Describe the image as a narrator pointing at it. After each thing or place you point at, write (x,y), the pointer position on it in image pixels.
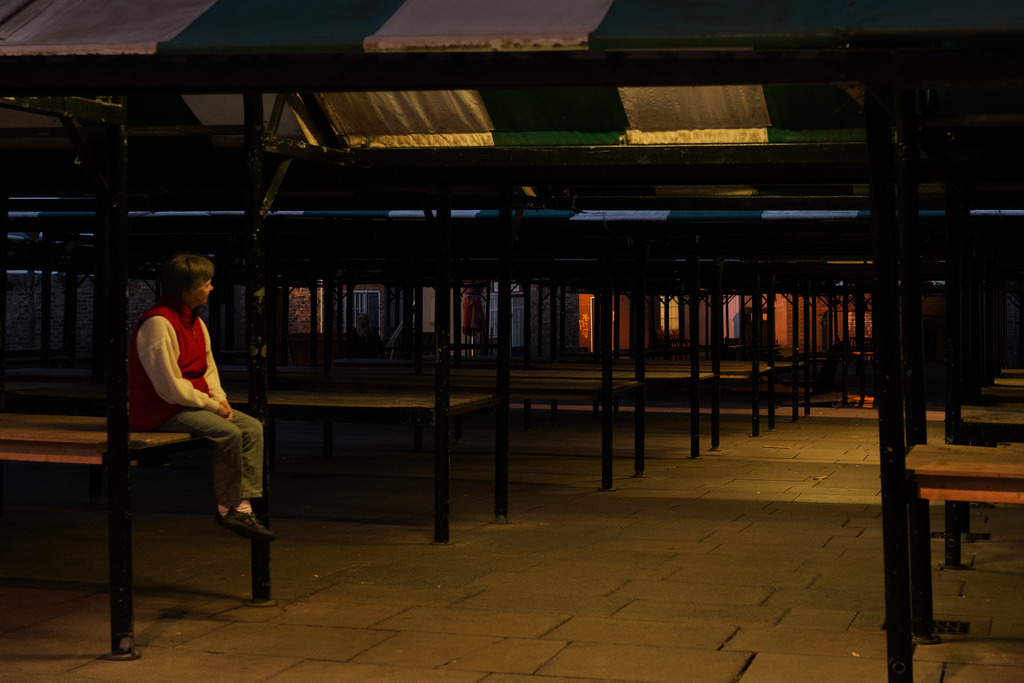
In this image we can see a man (152,401) sitting on the bench (156,435).
